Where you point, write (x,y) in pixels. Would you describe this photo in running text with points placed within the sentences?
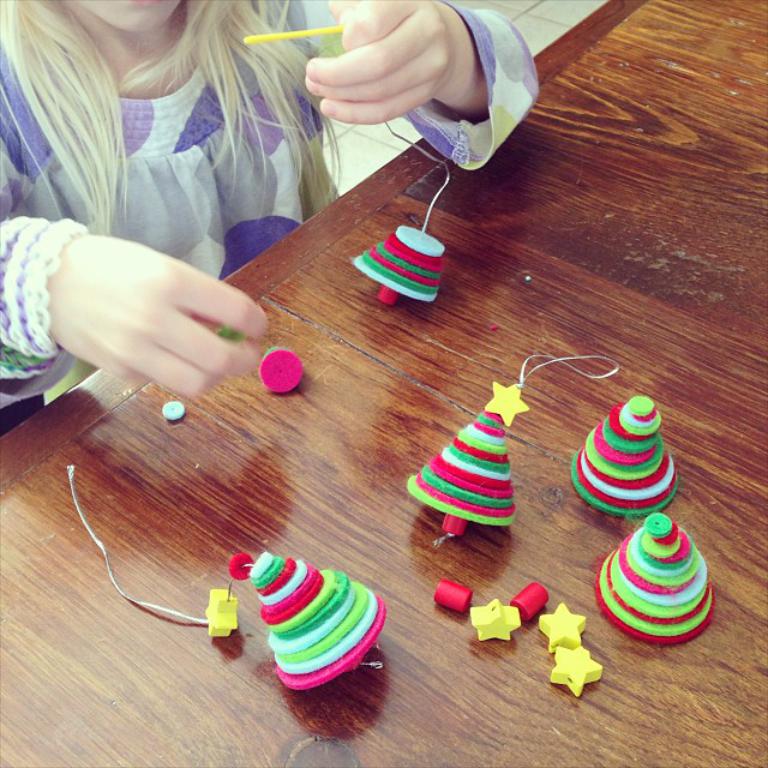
In the picture I can see a person (150,158) in the left top corner (154,145) and there is a table (375,177) in front of her which has few objects (427,272) of different colors are placed on it.
